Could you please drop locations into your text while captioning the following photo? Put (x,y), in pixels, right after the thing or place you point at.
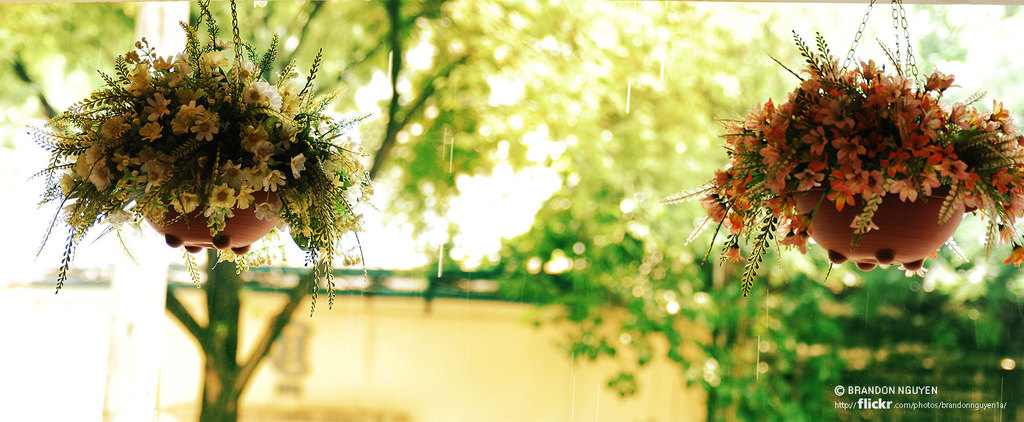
In this image we can see two hanging flower pots (237,159). In the background (307,337) we can see the trees (749,330) and also the wall (527,357). In the bottom right corner (906,398) there is text (905,403).
